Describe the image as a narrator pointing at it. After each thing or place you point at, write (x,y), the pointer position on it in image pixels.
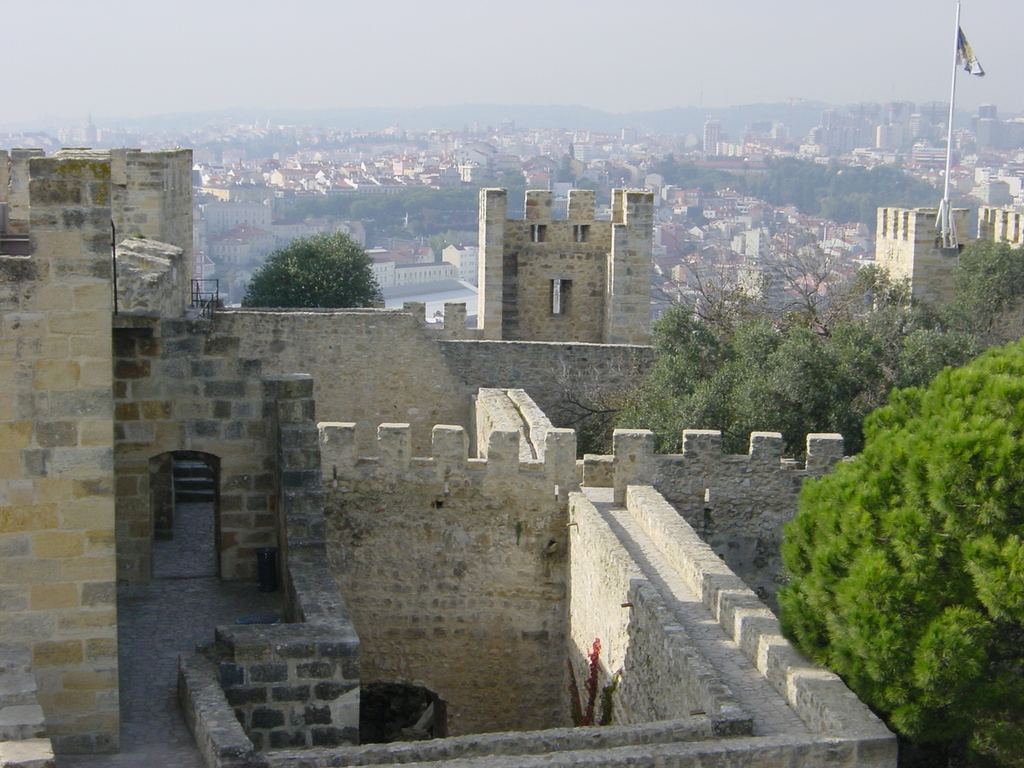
In this image we can see a sky (484,70). There are many houses (711,206) and buildings (729,198) in the image. There are many trees (922,190) in the image. There is a fort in the image. There is a flag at the right side of the image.
